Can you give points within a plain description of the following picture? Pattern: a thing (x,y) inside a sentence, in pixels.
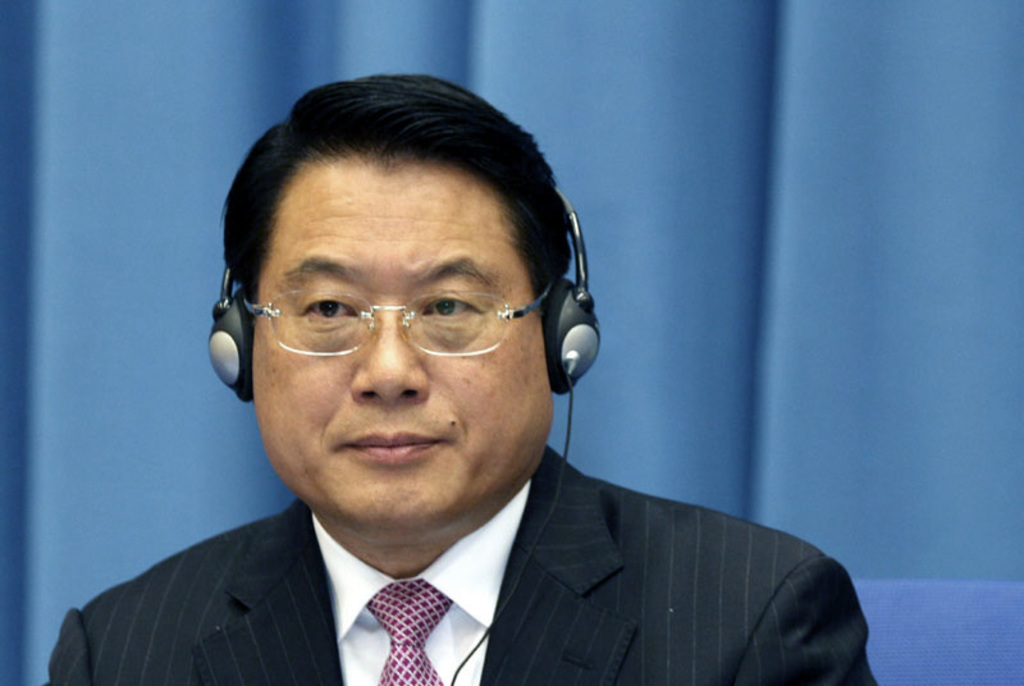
In this image there is a man (764,610) he is wearing white shirt (491,593), black coat (519,563), a tie (413,624), spectacles (333,312) and head set (570,386), he is sitting on chair (979,611), in the background (46,19) there is a blue curtain (993,564).
